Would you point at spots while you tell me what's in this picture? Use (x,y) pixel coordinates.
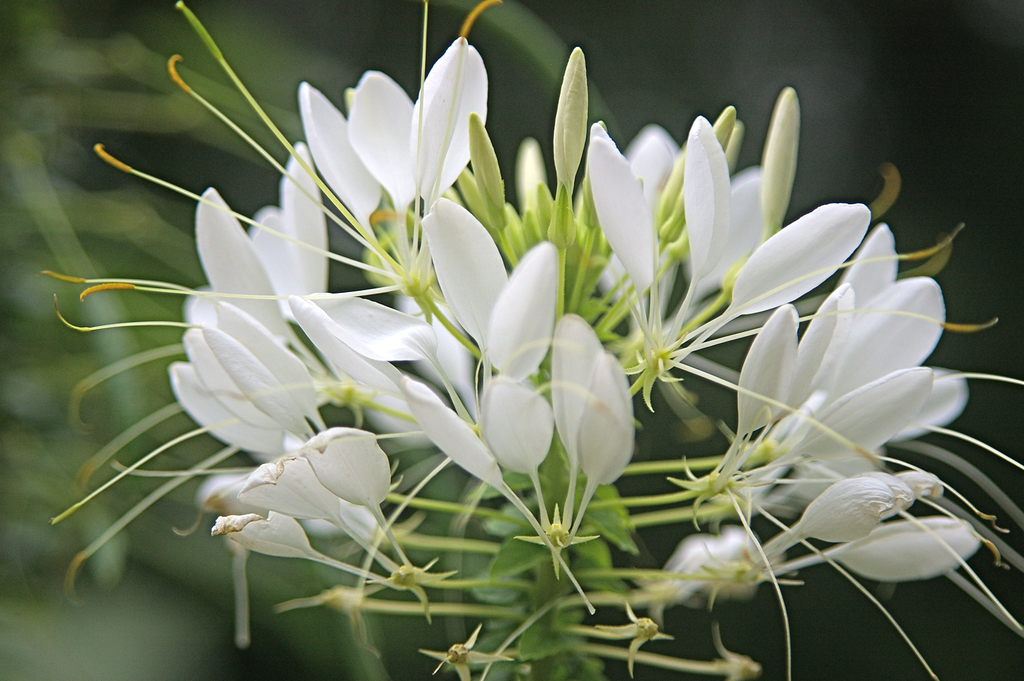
In the image we can see there are white colour flowers (487,374) and buds (507,213) on the plant (488,370). Background of the image (814,49) is blurred.
